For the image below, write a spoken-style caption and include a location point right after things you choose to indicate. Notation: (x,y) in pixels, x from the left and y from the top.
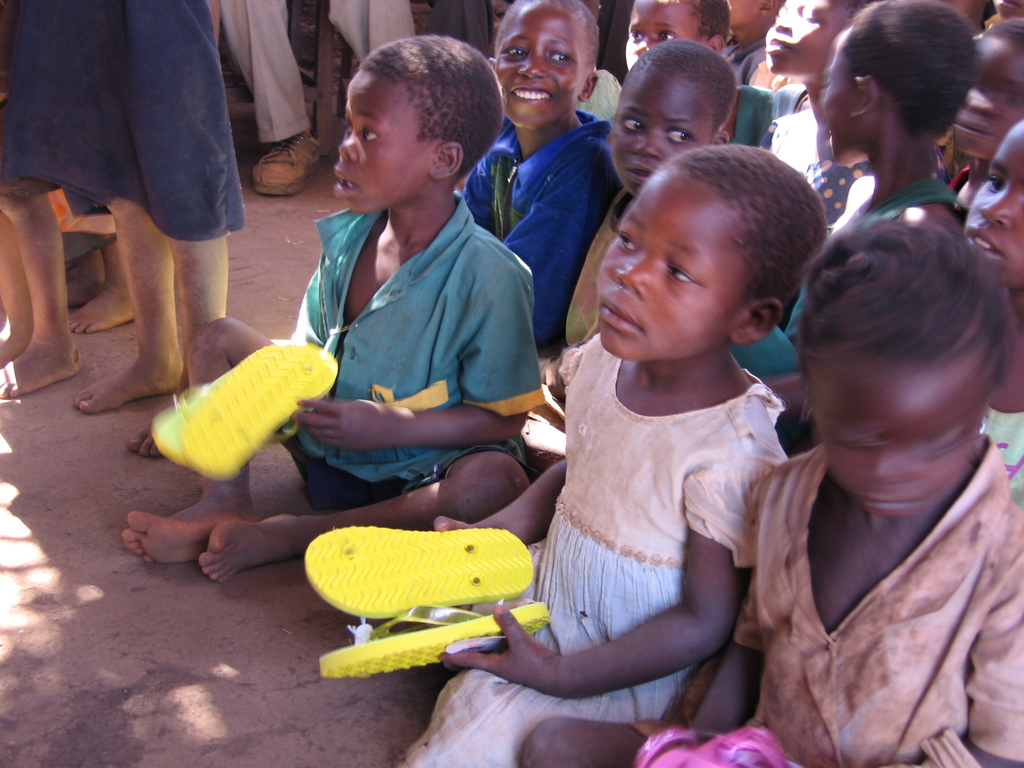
In this image there are few kids (515,312) sitting on a floor (121,604), at the top left (181,195) there are few standing.
